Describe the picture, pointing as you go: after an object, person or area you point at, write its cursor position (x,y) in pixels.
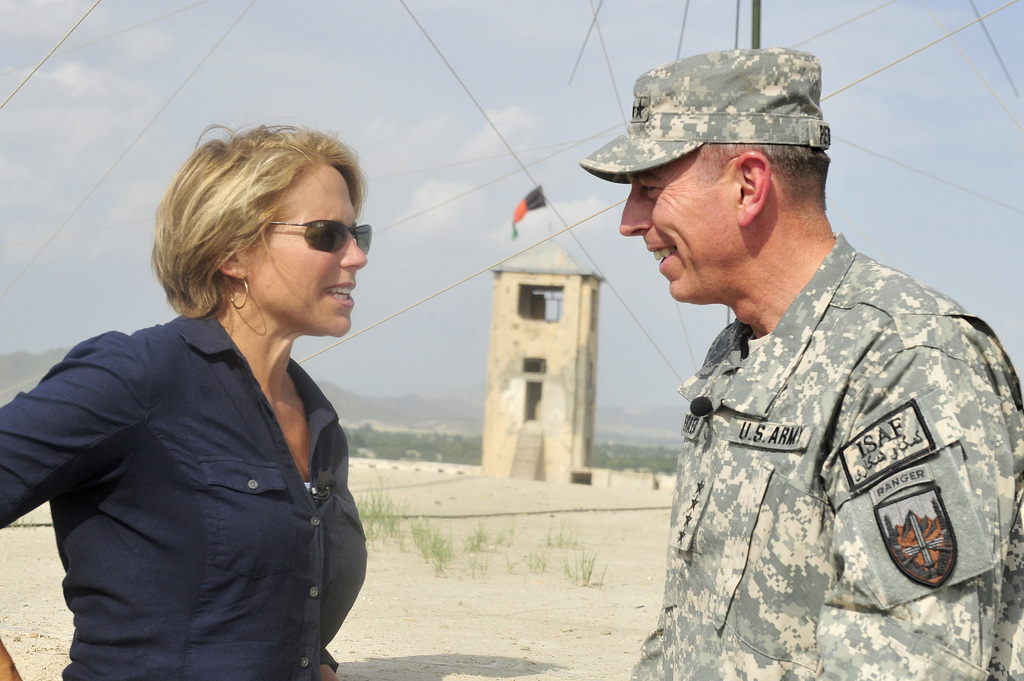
In this picture there are two persons (676,520) standing and talking each other and there is a tower (538,370) which has a flag (522,212) above it and there are trees (406,433) and mountains (434,420) in the background (597,423).
